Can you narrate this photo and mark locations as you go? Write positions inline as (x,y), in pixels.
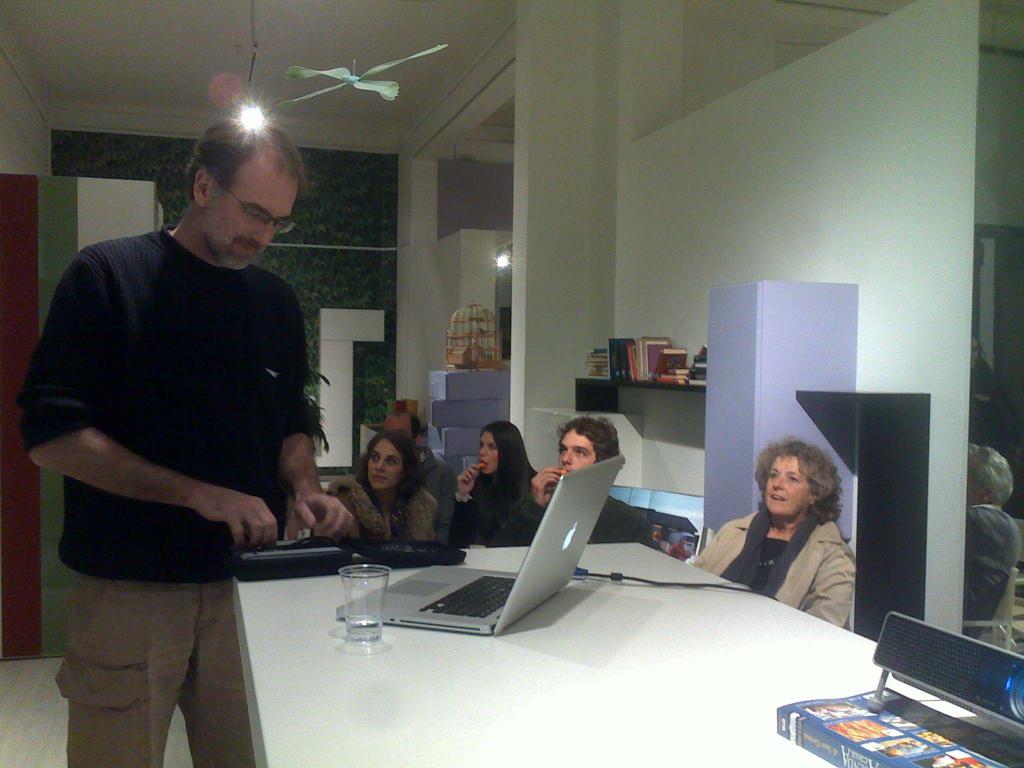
In this picture, There is a white color table (597,640) on that table (480,673) there is a laptop (558,545) which is in ash color and there is a glass (355,627) which is in white color, In the left side (98,745) there is a man (135,411) standing and holding a black color object (305,569), In the background (831,547) there are some people (560,472) sitting on the chairs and there is a white color wall (651,175).
